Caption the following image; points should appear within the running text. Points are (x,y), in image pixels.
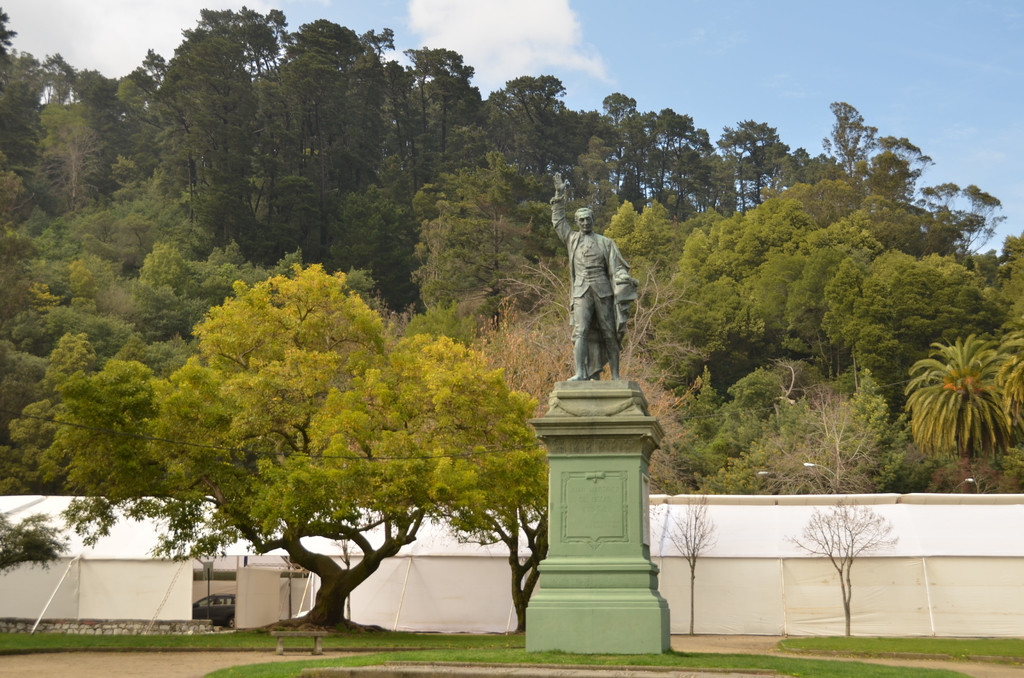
In this picture we can see a statue (612,242), in the background (459,469) we can find few tents (811,586), trees (449,358) and a car (225,603).
